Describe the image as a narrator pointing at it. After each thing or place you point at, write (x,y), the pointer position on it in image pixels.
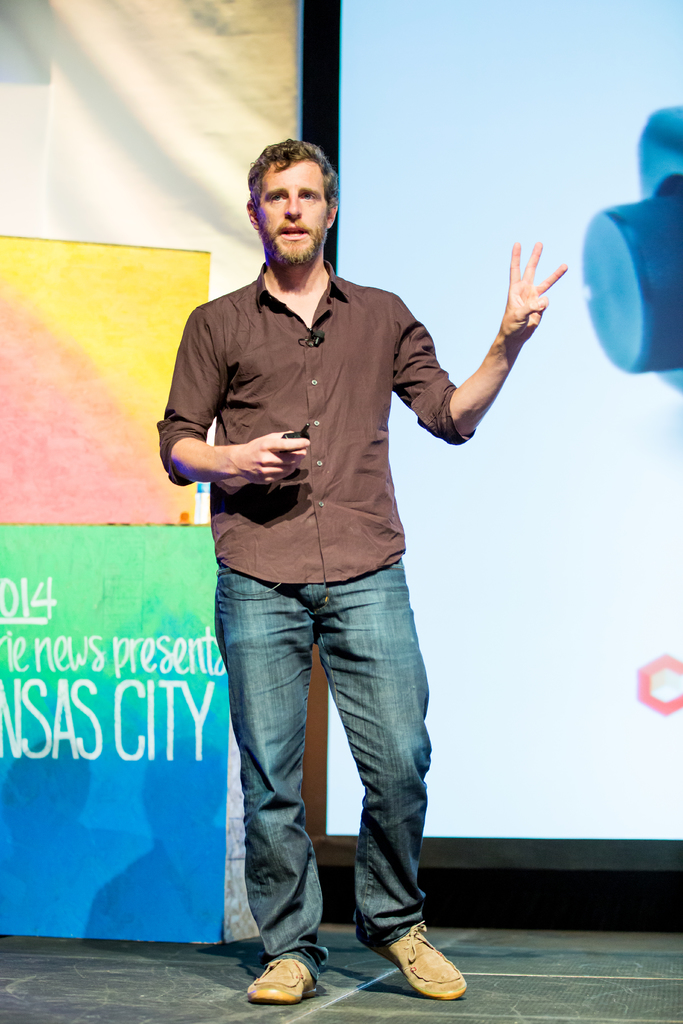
In this image there is a person (223,580) on the stage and holding an object (291,433), there is some display (544,389) on the screen (548,405) and posters (186,635) with text (8,709).
